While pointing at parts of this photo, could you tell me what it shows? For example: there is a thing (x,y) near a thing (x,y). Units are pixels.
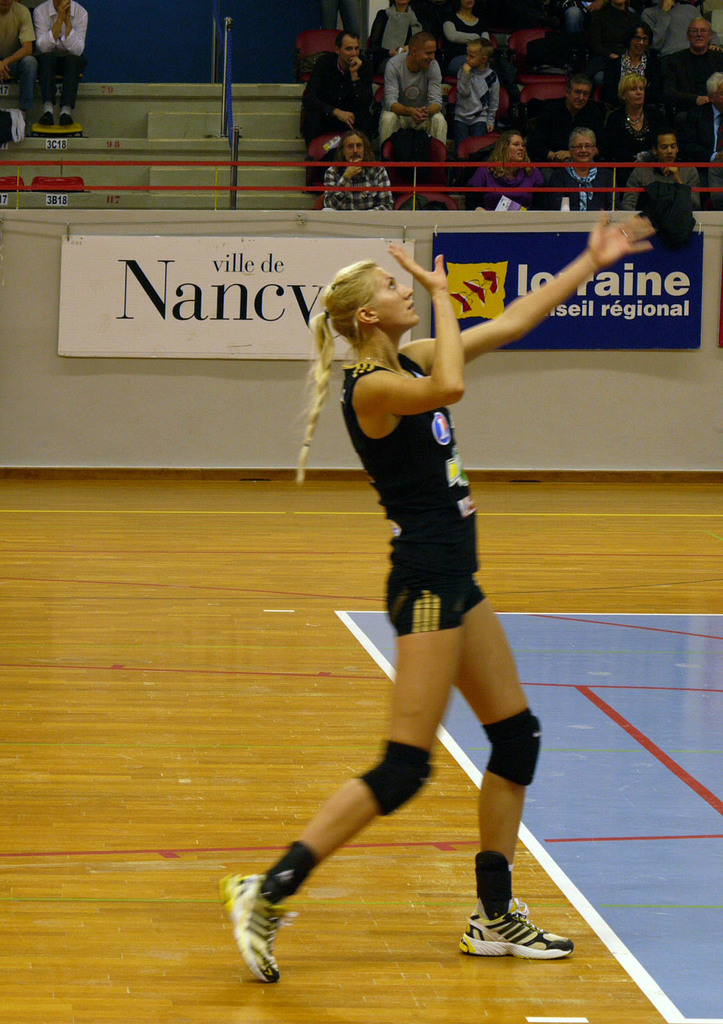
In this image I can see a woman (425,647) standing and wearing a black dress (375,456). There are banners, fence (485,189) and people (435,124) are present at the back (623,115).
